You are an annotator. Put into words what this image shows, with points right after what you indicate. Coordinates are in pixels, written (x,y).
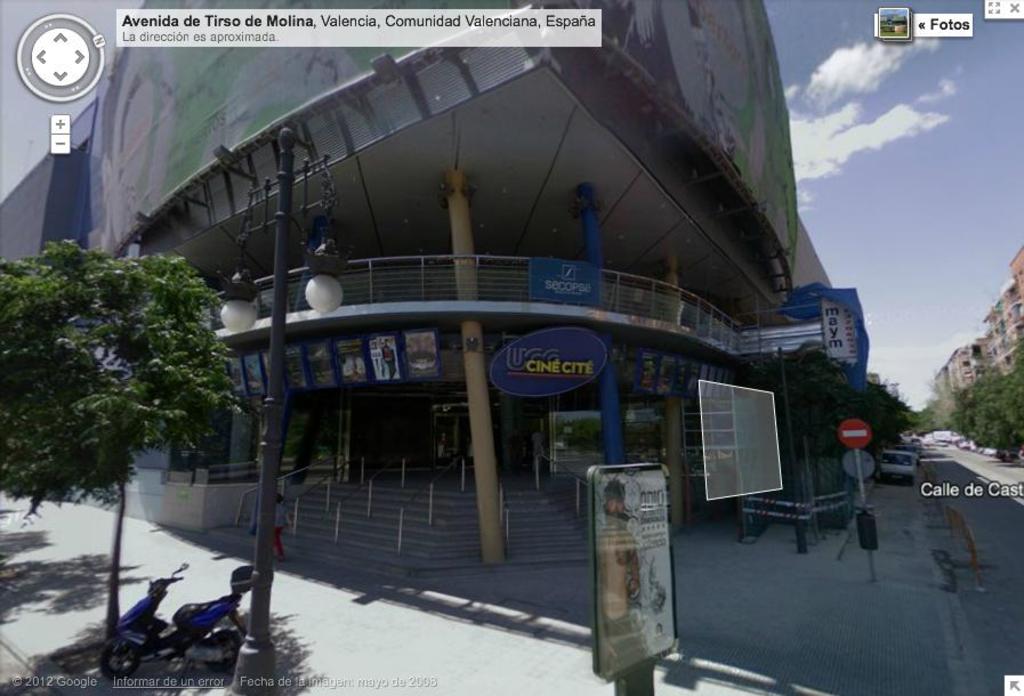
On the left side (53,362) there is a tree (99,428), scooter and a light pole (281,275). There is a building (466,132) with steps (428,491), pillars (595,216), boards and railings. On the right side (845,362) there are trees (865,399), buildings (997,319), sign board (867,428) with pole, road (937,464) and vehicle (929,444). In the background (861,137) there is sky (871,153). In this image there is watermark (313,27).
